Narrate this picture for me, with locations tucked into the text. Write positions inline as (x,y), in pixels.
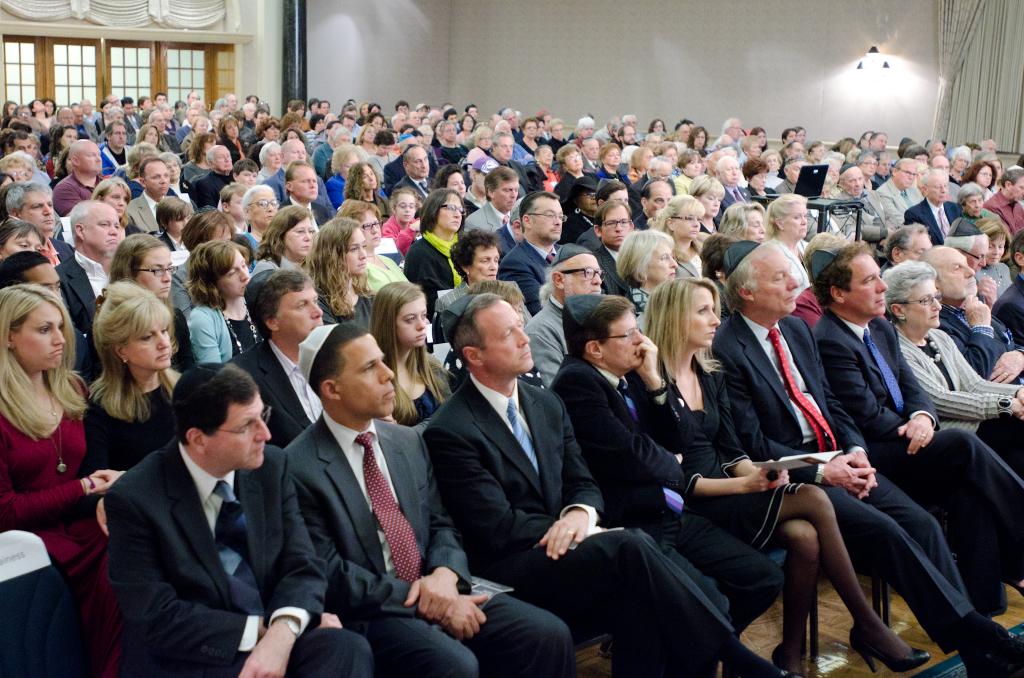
There are persons (346,189) in different color dresses (218,185), sitting on the chairs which are on the floor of a hall (595,96). In the background (993,81), there are white color curtains (960,32), a light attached to the white wall (776,27) and there are glass windows (85,65).
